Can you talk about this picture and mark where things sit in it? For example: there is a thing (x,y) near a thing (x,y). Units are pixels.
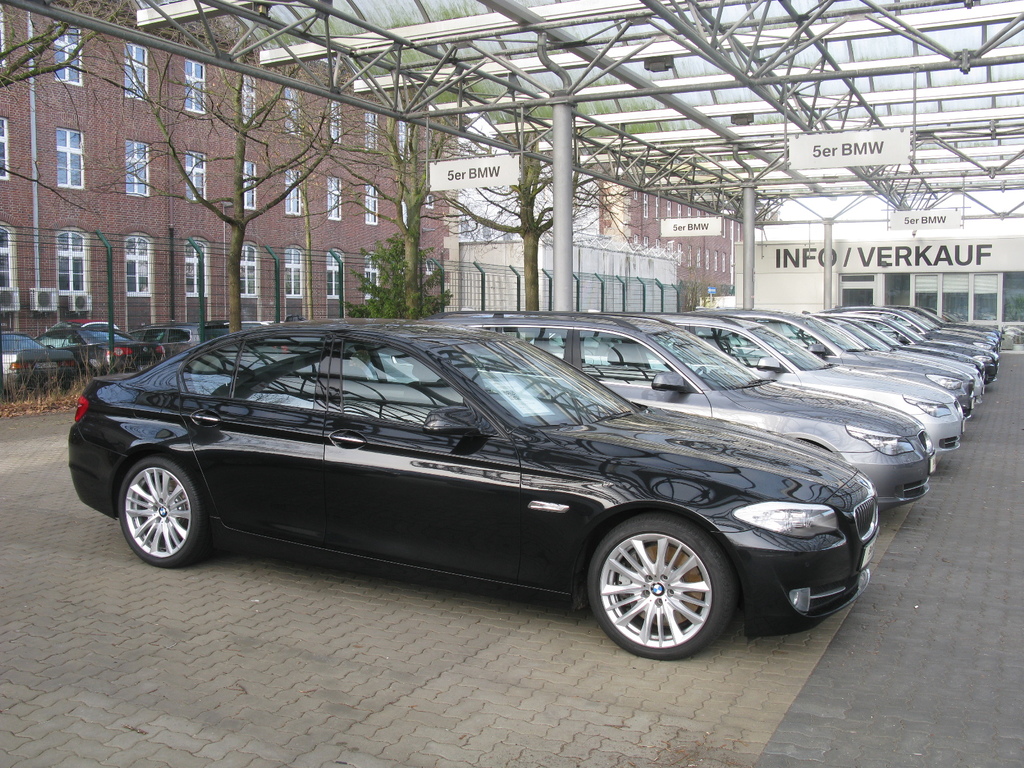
In this image I can see many cars (865,509), they are black and gray color. Background (6,346) I can see few other vehicles (65,361), railing (259,285), dried trees (523,212) and I can see buildings (363,202) in cream and brown color.
